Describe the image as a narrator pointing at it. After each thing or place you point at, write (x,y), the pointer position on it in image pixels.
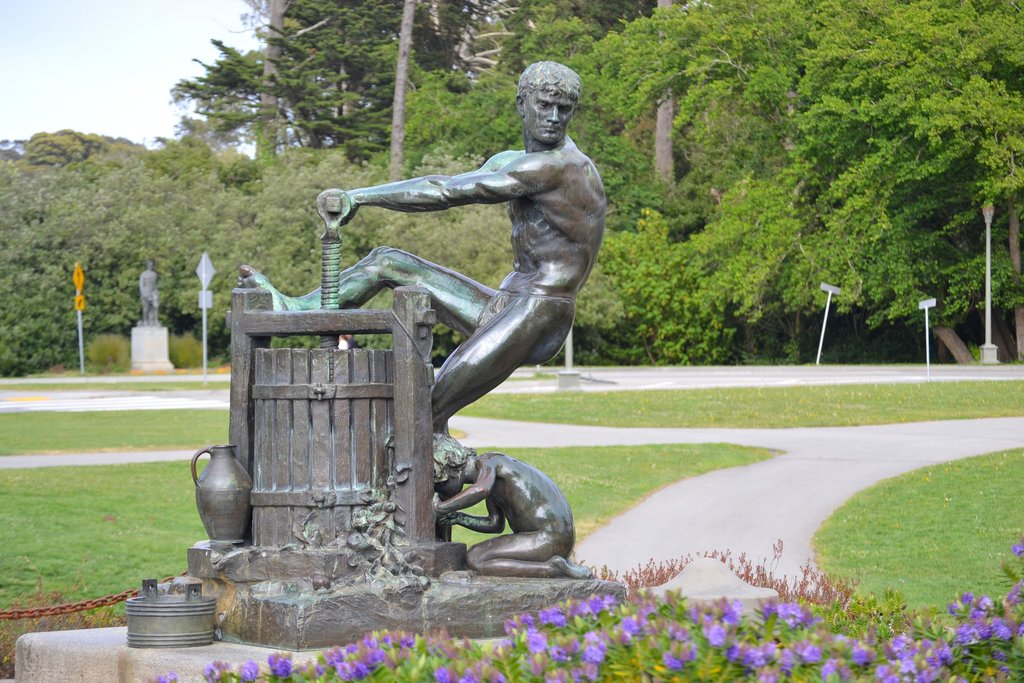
In this image, we can see a statue (446,432). There are some plants (694,605) at the bottom of the image (377,666). In the background of the image (970,277), there are some poles (203,309) and trees (647,26).
